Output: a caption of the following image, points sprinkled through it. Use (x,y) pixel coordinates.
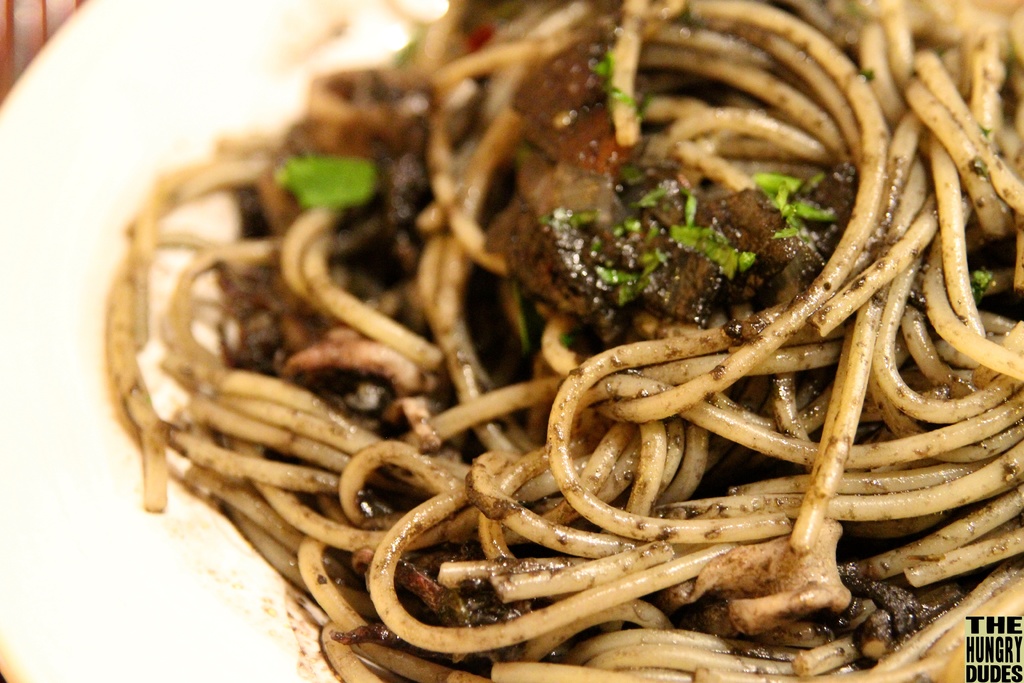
In this picture, we see a white plate (91,465) or a bowl (153,361) containing the noodles (687,412).
